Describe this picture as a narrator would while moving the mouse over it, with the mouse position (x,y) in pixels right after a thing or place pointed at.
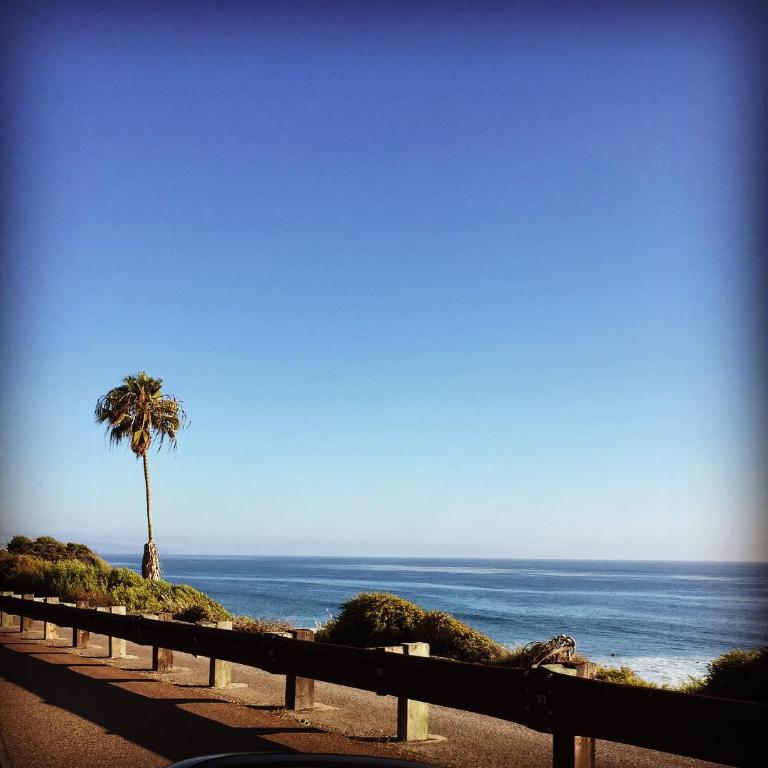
In this picture there is a boundary (397,671) at the bottom side of the image (341,669) and there is a tree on the left side of the image (153,523), there are plants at the bottom side of the image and there is water (649,566) in the background area of the image (637,576).
